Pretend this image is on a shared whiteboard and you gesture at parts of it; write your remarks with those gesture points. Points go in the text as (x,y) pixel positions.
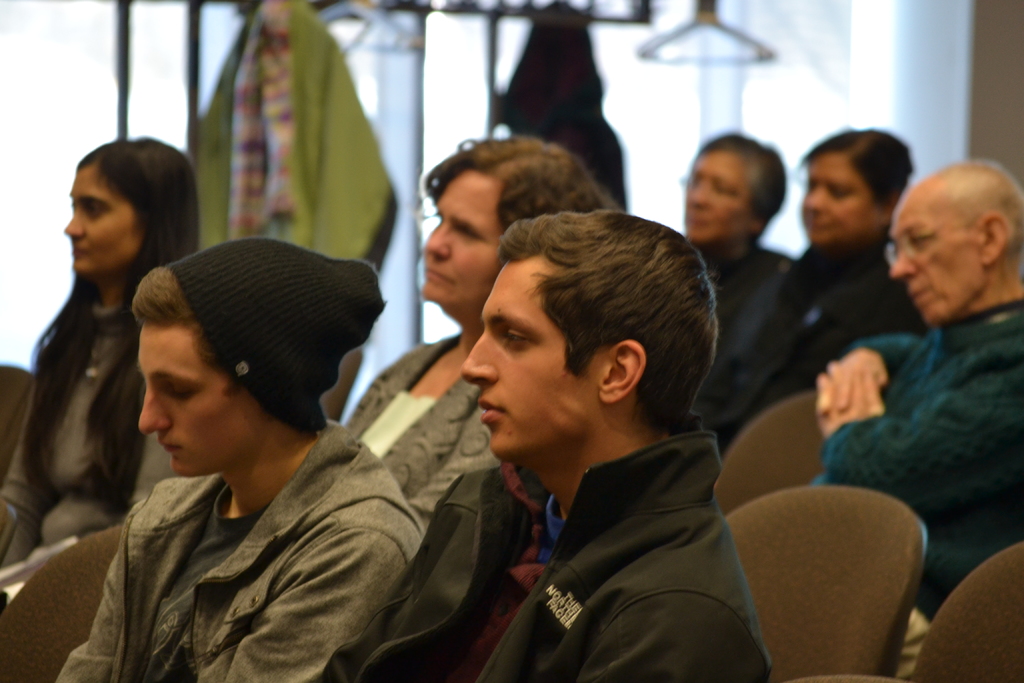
In this image we can see people (199,511) sitting. In the background (287,114) there are clothes (315,118) placed on the hangers (656,53) and we can see a wall (986,86).
